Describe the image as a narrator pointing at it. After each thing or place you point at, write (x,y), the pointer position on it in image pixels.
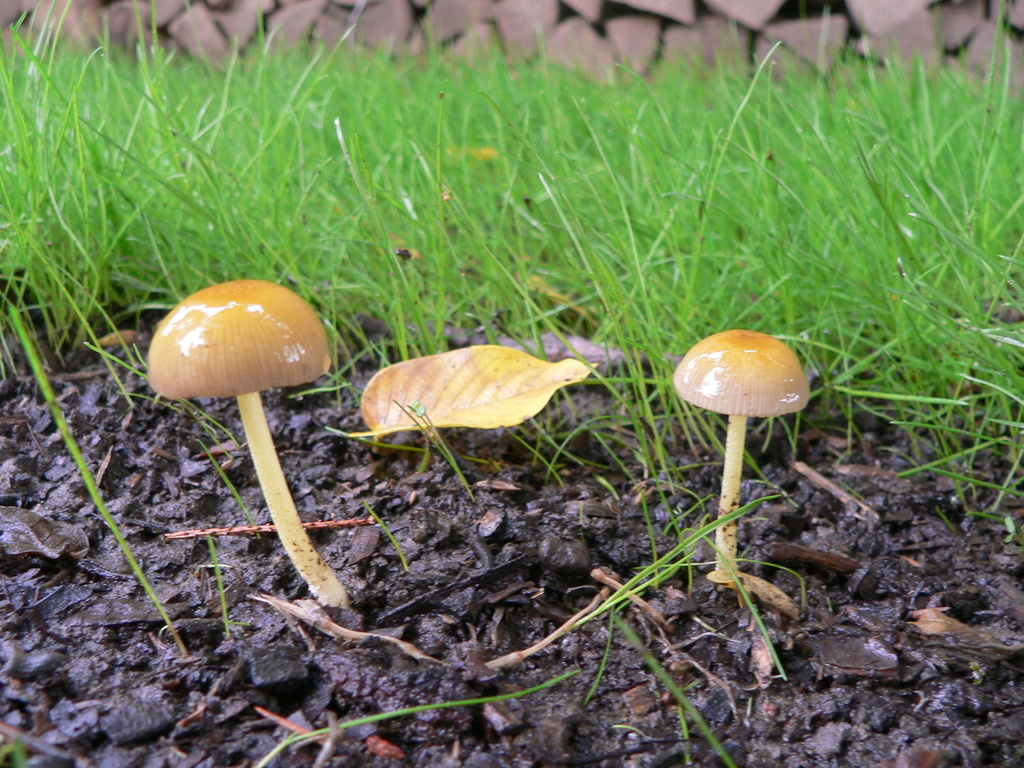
In this image I can see two mushrooms (744,386) and grass (442,232) on the ground (364,631). At the top of the image (570,9) there are some rocks (606,39).
